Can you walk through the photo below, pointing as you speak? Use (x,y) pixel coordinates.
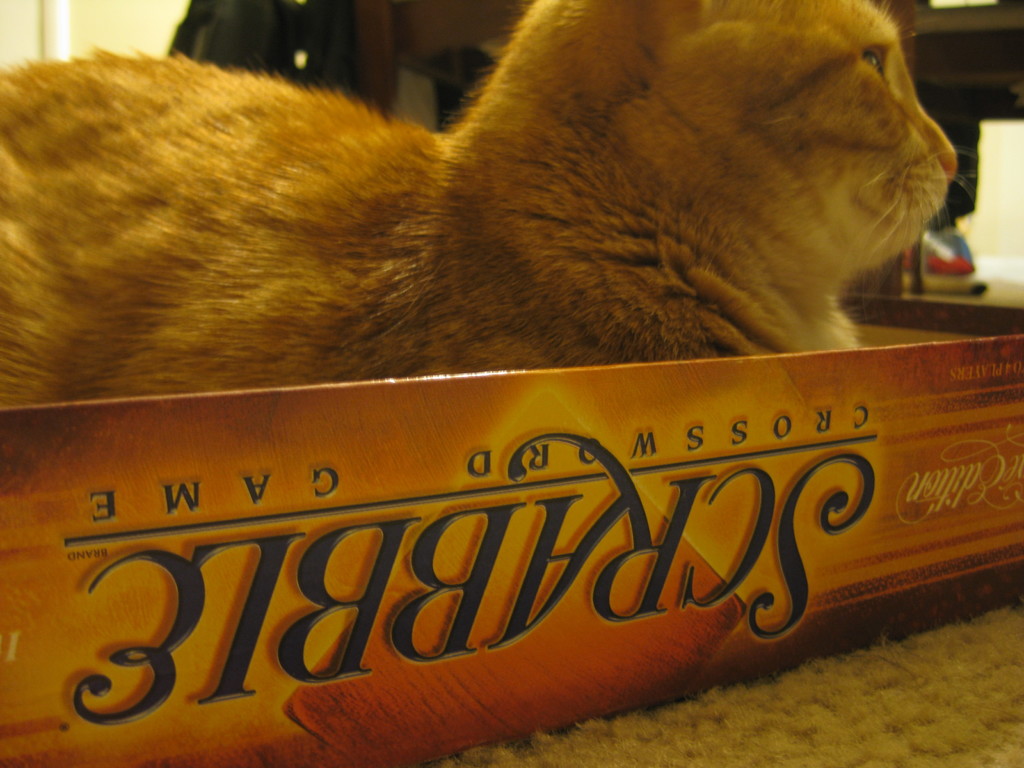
At the top of this image (561,47), there is an orange color cat (385,123) in a box (908,481). In the background (999,9), there are some objects (957,22). And the background (987,27) is dark in color.
